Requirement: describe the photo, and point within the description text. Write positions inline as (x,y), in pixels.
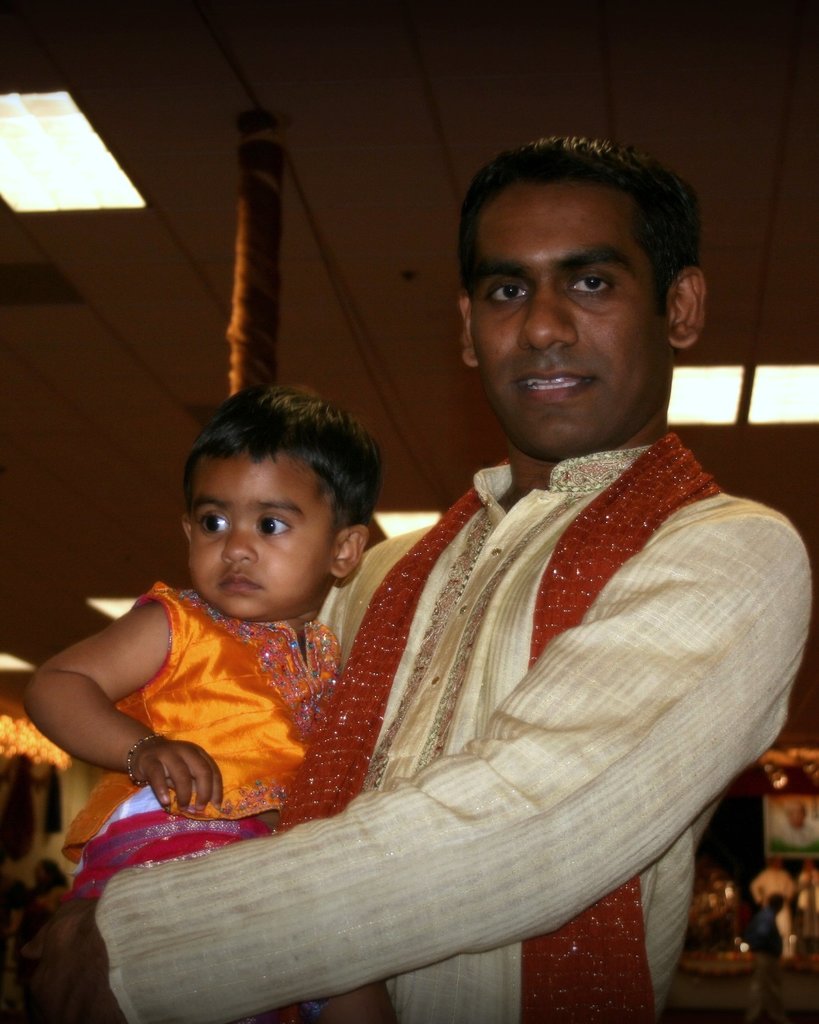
In this picture I can observe a man (100,915) holding a baby (211,669) in his hands (225,903). He is wearing cream color dress (429,796). The baby (271,751) is wearing an orange color dress (192,707). In the background (17,125) I can observe a pole (245,374) and some lights (59,127) in the ceiling (406,351).
